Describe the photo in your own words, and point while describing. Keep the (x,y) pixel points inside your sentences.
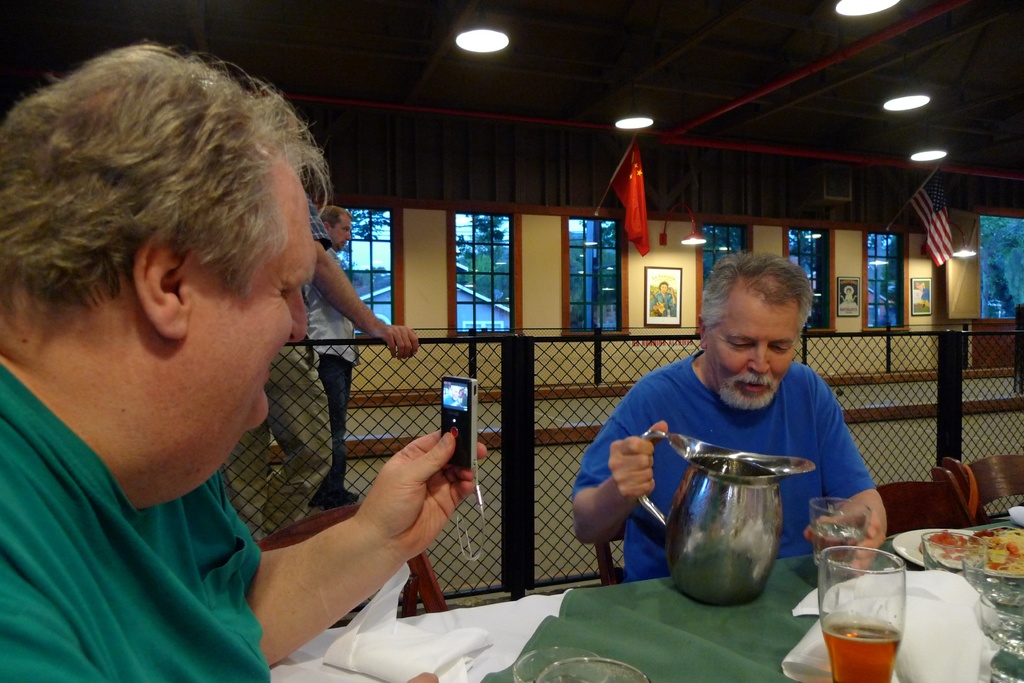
In this picture, there are two men (646,426) sitting beside the table (745,611). On the table (759,630), there are glasses (896,584), plates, food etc are placed. A man (76,466) towards the left (107,479), he is wearing a green t shirt (97,494) and holding a mobile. Towards the right (773,440), there is another man (793,547) wearing a blue t shirt (716,427) and holding a jar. Behind him, there is a fence (860,381). Beside the fence (465,370), there are two persons (325,299). In the background (458,303), there is a wall (776,214) with windows (899,236), frames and flags (647,217). On the top (509,42) there is a roof (686,48) with lights (481,38).
